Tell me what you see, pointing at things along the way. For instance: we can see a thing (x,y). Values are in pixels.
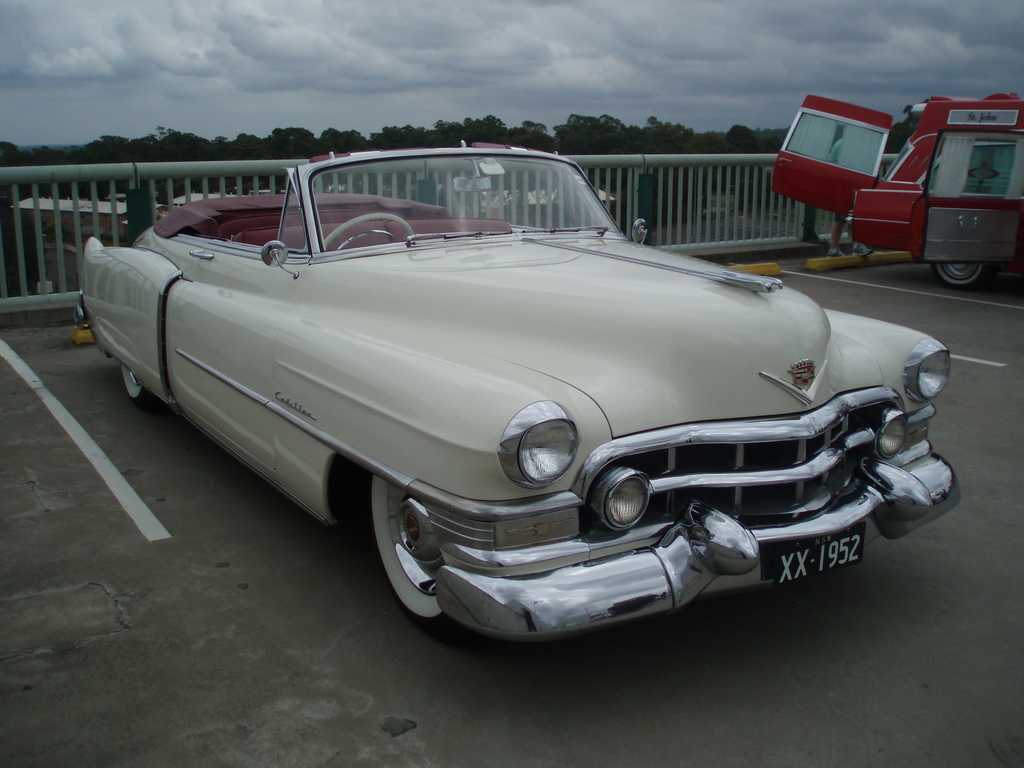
In this image I can see two vehicles (632,270) which are in white and red color. These vehicles (431,340) are to the side of the railing (744,243). And I can see the number plate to the side of the vehicle (529,364). In the background (554,126) there are many trees (526,136), clouds (459,80) and the sky (332,70).
